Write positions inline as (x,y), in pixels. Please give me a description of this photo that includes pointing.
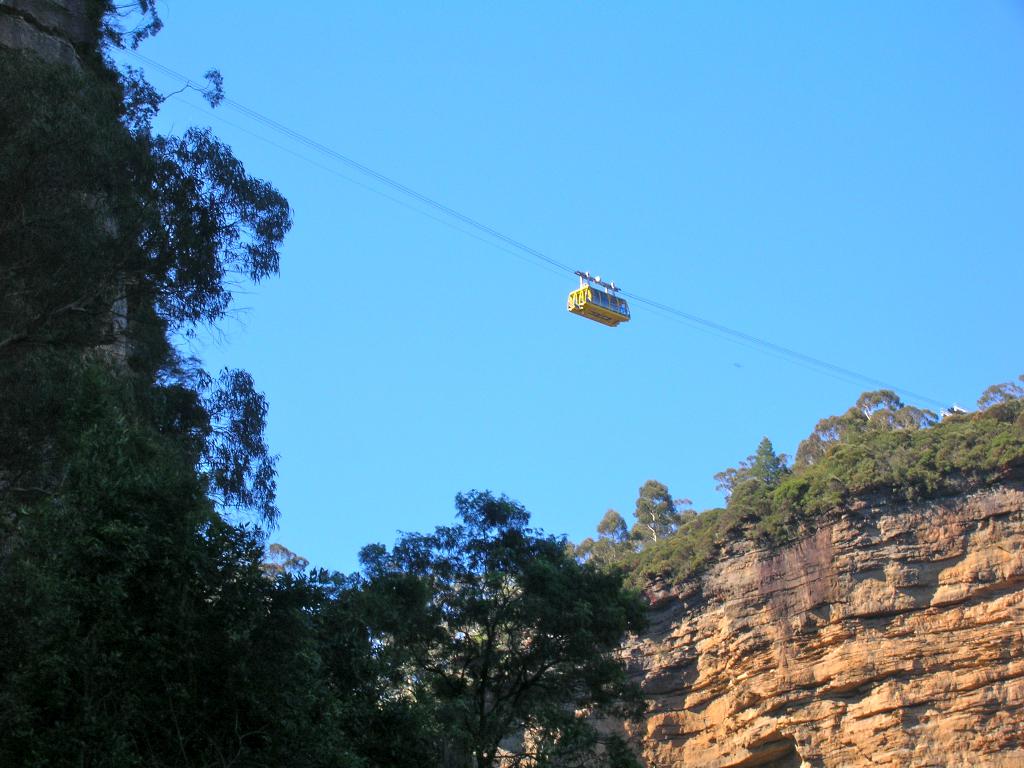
In this image there are trees (134,557) on the left corner (147,581). There is rock (861,503) and there are trees (932,468) on the right corner (868,511). We can see trees (924,433), a cable car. And there is sky (634,163) at the top (634,163).
